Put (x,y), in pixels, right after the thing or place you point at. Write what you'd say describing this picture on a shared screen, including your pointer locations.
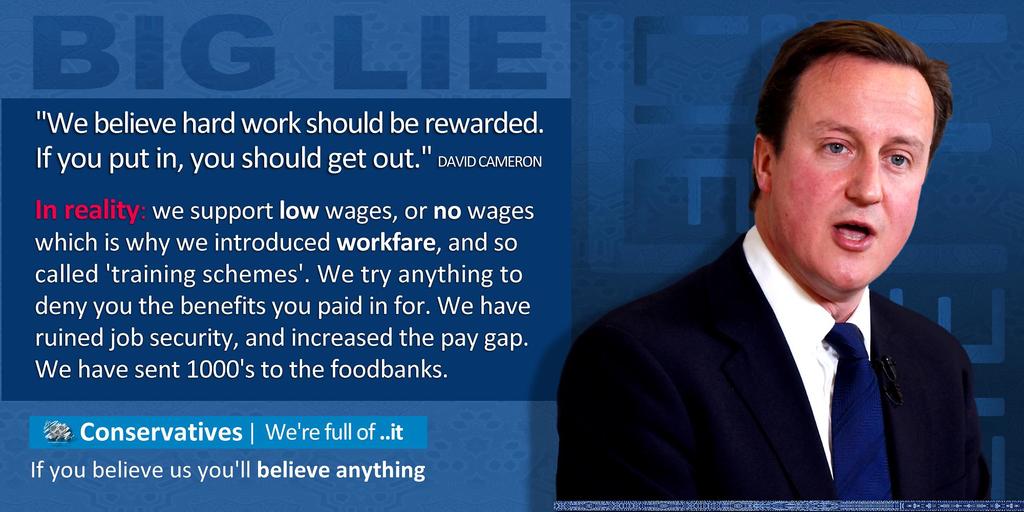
In the picture we can see a news article (1001,117) on it, we can see a man (845,298) wearing a blazer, tie (840,387) and shirt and beside him we can see some information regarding him and on the top of it is mentioned as a big lie.
